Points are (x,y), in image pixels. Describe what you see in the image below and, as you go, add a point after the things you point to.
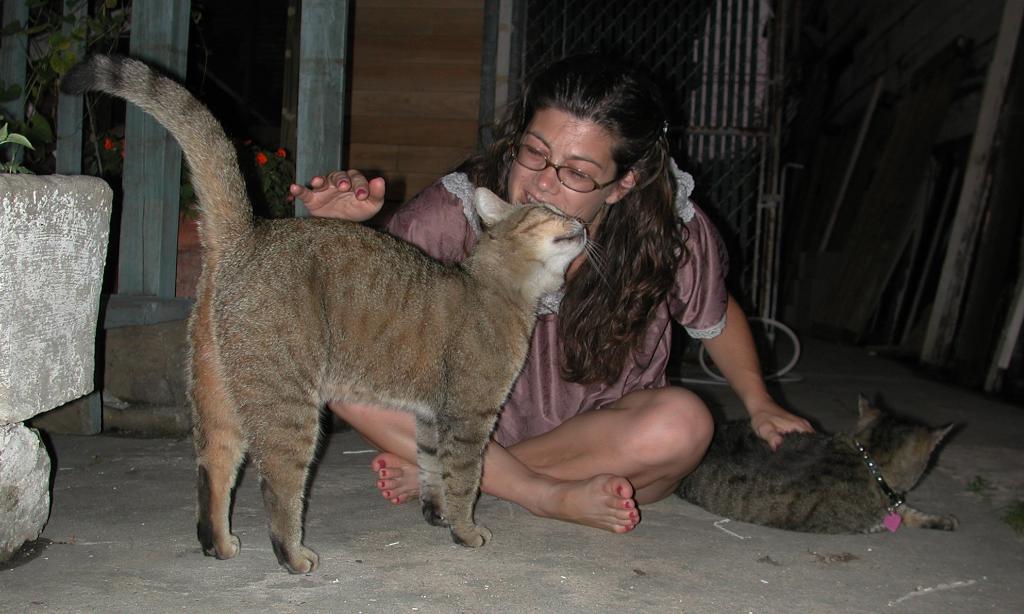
This person (566,169) is sitting on a floor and looking at this cat (525,225). Here we can see cats (498,349), plants (188,189), grill (716,149), wooden wall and objects (889,225).
